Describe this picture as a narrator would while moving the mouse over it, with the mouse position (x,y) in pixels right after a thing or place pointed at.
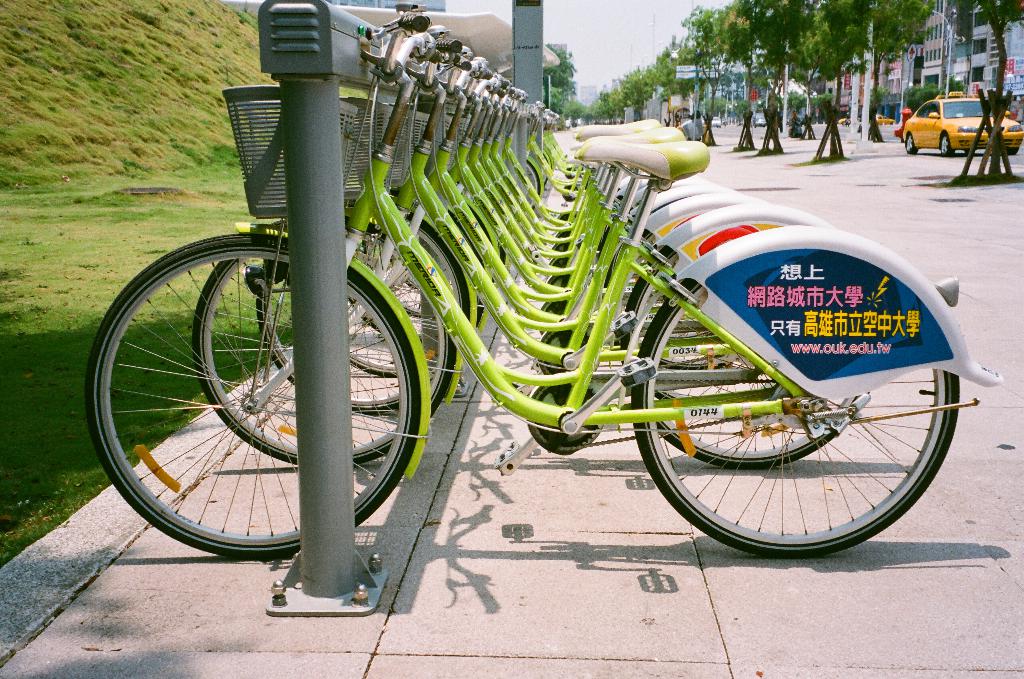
In this image I can see many bicycles (535,400). To the side of these bicycles (514,318) I can see the poles (325,214). To the left (74,162) I can see the grass (67,133). To the right (718,102) I can see many trees (742,132), few people (801,135), vehicles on the road (867,162) and the buildings (959,51). I can also see the boards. In the background (648,27) I can see the sky (609,50).
